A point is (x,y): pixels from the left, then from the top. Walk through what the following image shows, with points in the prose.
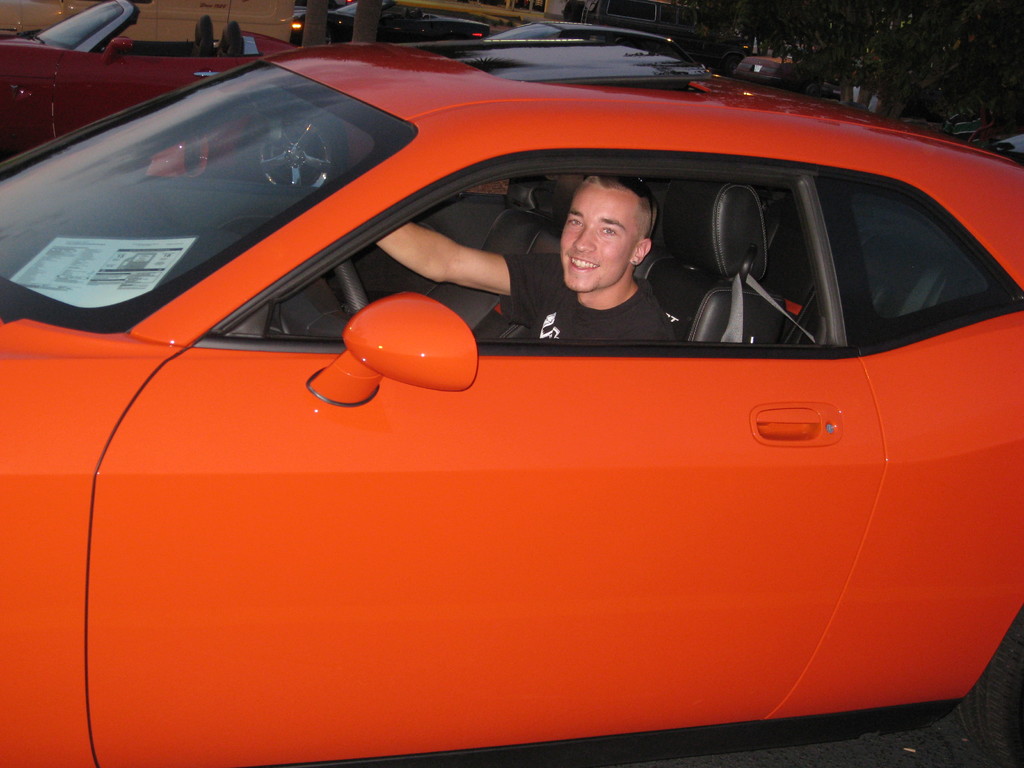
In the image we can see there is orange colour car (629,484) in which there is a person (574,281) who is sitting and he is holding the steering (362,300) and beside there are other cars (654,47) which are parked on the road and behind there are lot of trees (951,76).
